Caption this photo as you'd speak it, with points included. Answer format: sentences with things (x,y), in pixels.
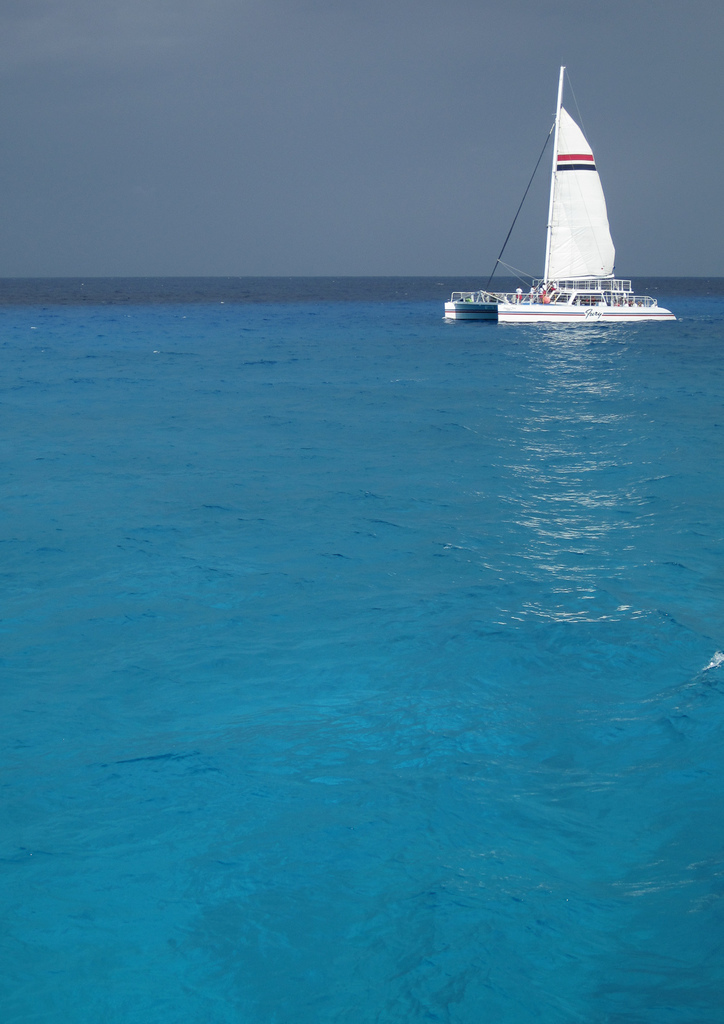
In this picture I can see a boat (556,129) on the water (565,454), and in the background (518,150) there is sky (372,174).
